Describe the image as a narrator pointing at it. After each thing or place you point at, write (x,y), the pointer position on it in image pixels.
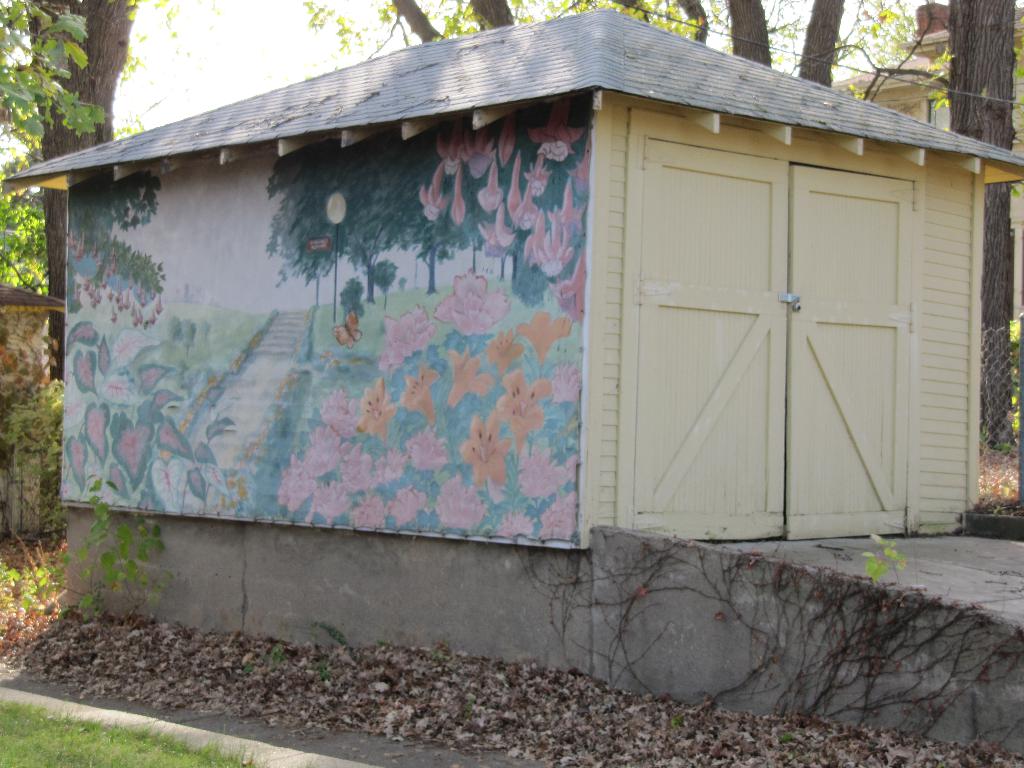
In the image we can see there is a hut shaped building (529,234) and there is painting (399,296) done on the wall (490,304) of the building (404,417). There are dry leaves (480,659) on the ground (506,713) and behind there are trees (77,100). There is a clear sky (170,62).
